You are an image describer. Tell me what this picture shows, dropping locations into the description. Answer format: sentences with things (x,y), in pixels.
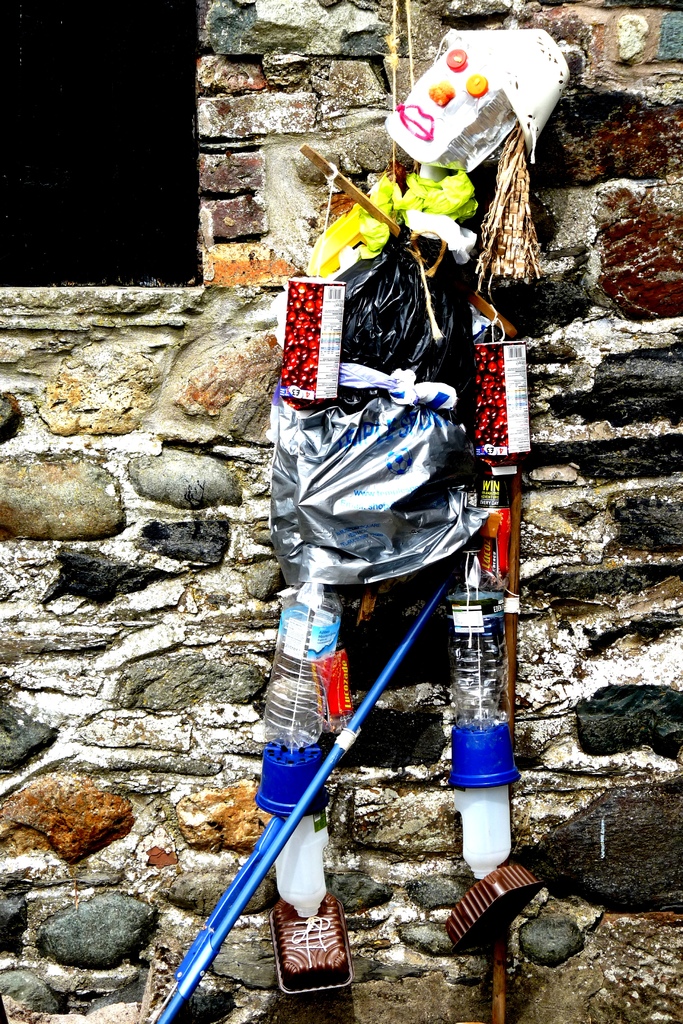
In this picture I can see the objects (365,504) which is in the shape of a person. I can see the wall (152,652) in the background (354,688).
